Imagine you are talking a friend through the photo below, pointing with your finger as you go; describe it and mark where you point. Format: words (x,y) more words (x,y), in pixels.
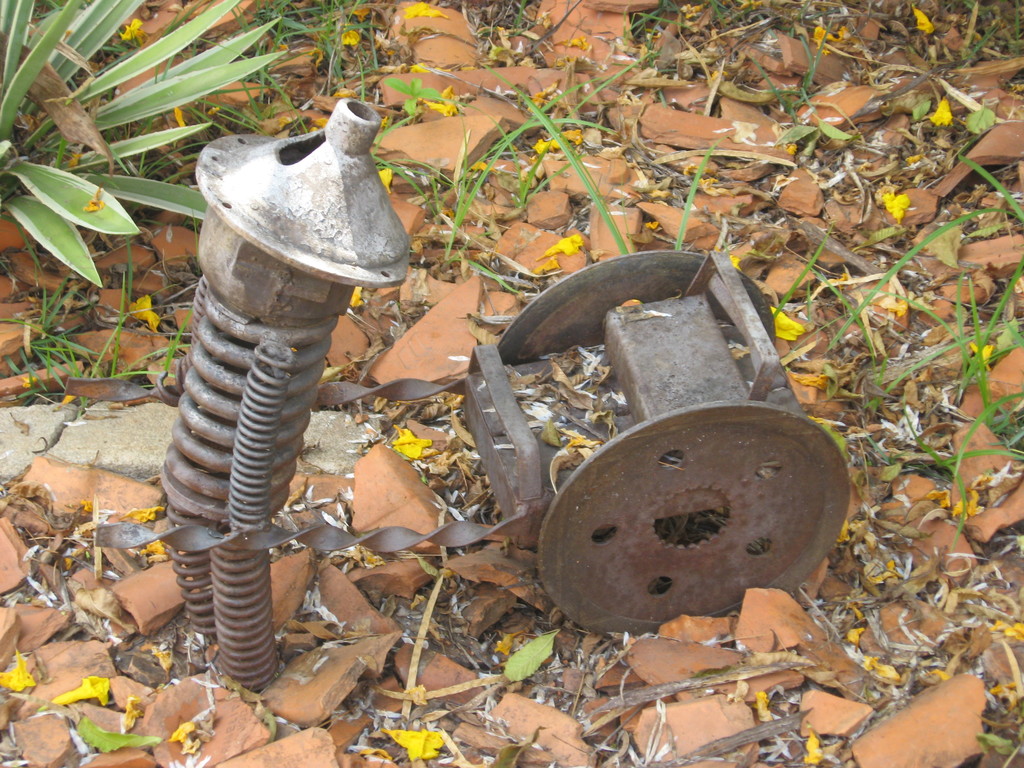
In this picture there are metal objects (749,471) and there are plants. At the bottom (602,661) there are stones (439,131) and there are dried leaves (793,661).
